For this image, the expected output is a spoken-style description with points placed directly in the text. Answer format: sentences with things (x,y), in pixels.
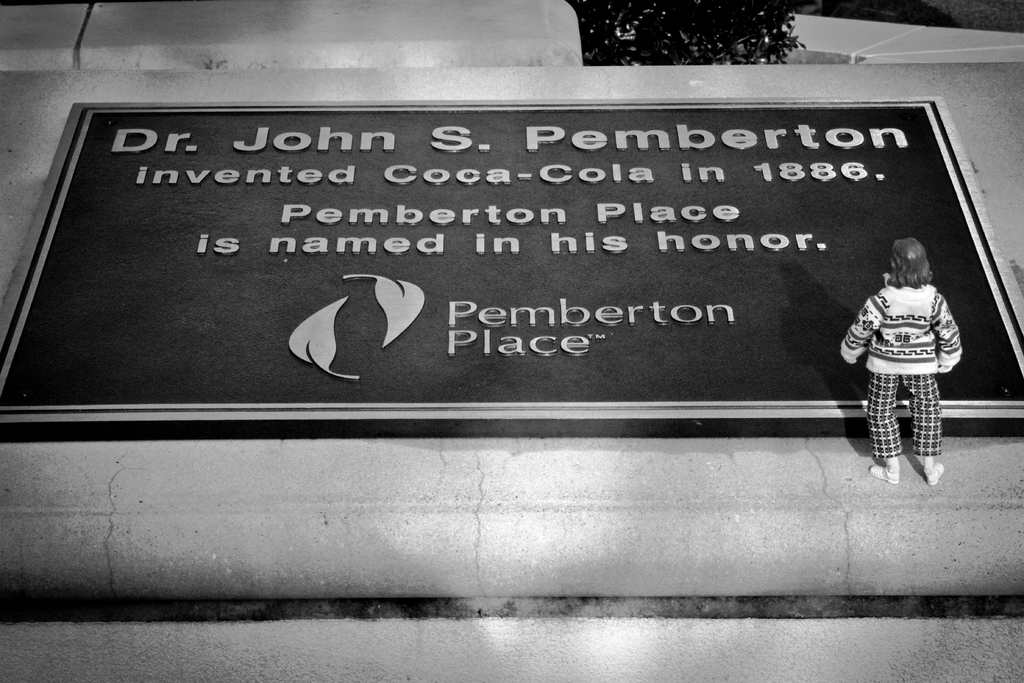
In this image I can see in the middle (555,388) there is the board (700,285), on the right side (889,360) there is the person (903,366) standing and looking at this board (616,314).
